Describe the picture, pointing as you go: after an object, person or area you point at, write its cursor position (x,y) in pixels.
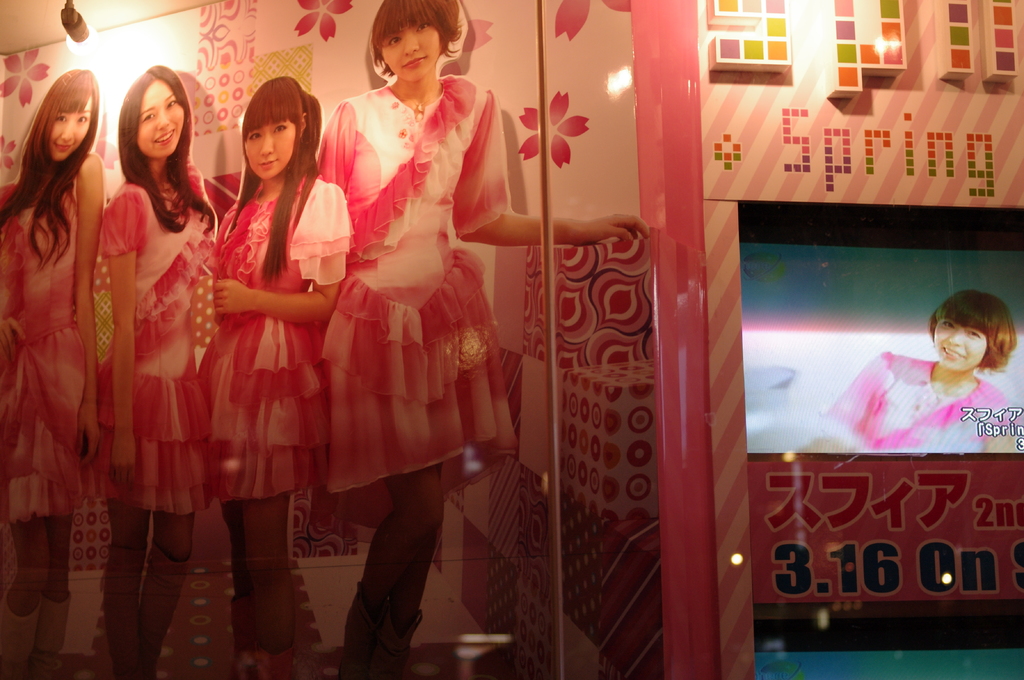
In this picture we can see five girls (410,289) where four girls (416,505) are standing and smiling and in the background (624,111) we can see paintings (574,287) on the wall (530,191).
